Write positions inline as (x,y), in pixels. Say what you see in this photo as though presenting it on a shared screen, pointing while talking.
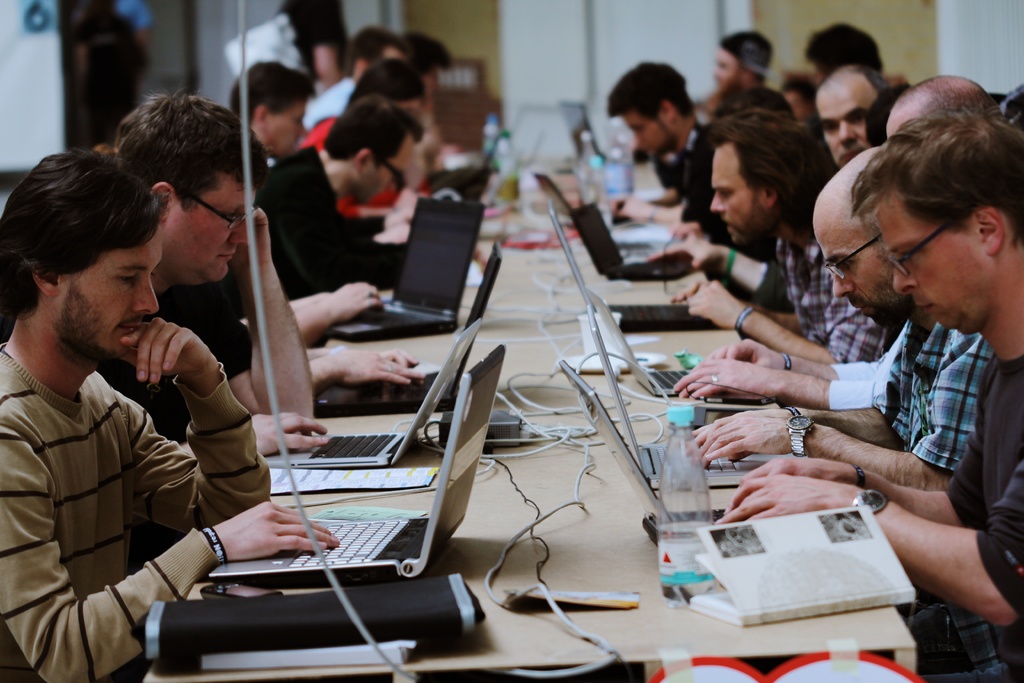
In this image we can see a few people (215,282) working on the laptops (503,364), we can see some objects (695,479) on the table (569,310), they are bottles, books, cables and other, in the background (616,63) we can see two persons (325,14) and the wall (212,14).
